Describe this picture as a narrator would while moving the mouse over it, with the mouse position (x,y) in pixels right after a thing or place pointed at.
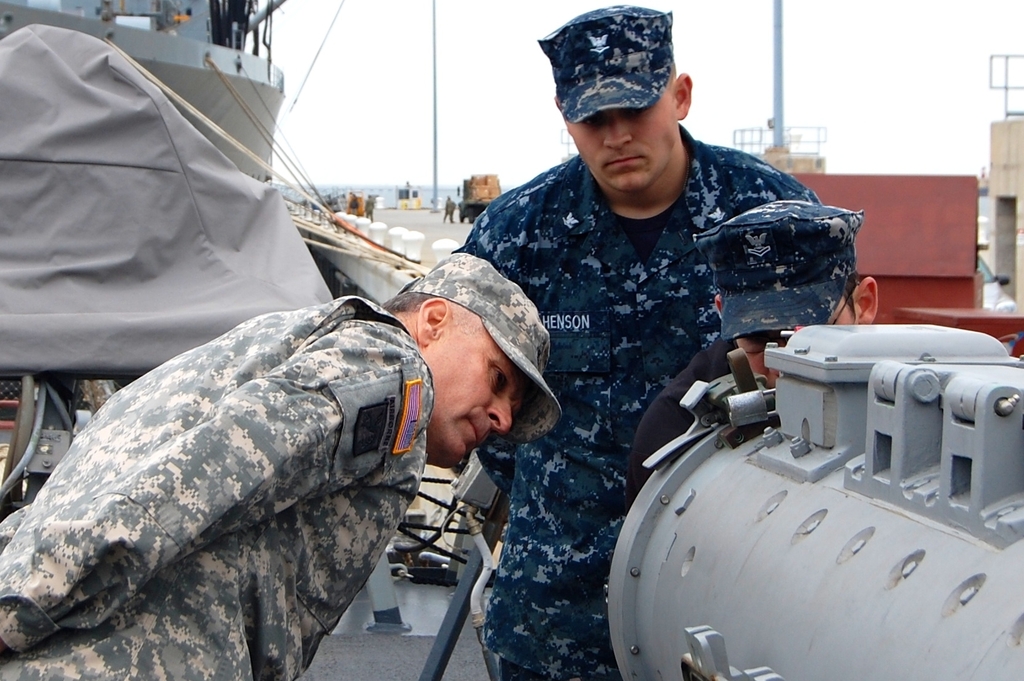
In this image we can see some soldiers (438,410) who are checking something in the ship (867,602) and at the background of the image (488,180) there are some persons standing there is vehicle (476,196), towers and there is water (394,196).
